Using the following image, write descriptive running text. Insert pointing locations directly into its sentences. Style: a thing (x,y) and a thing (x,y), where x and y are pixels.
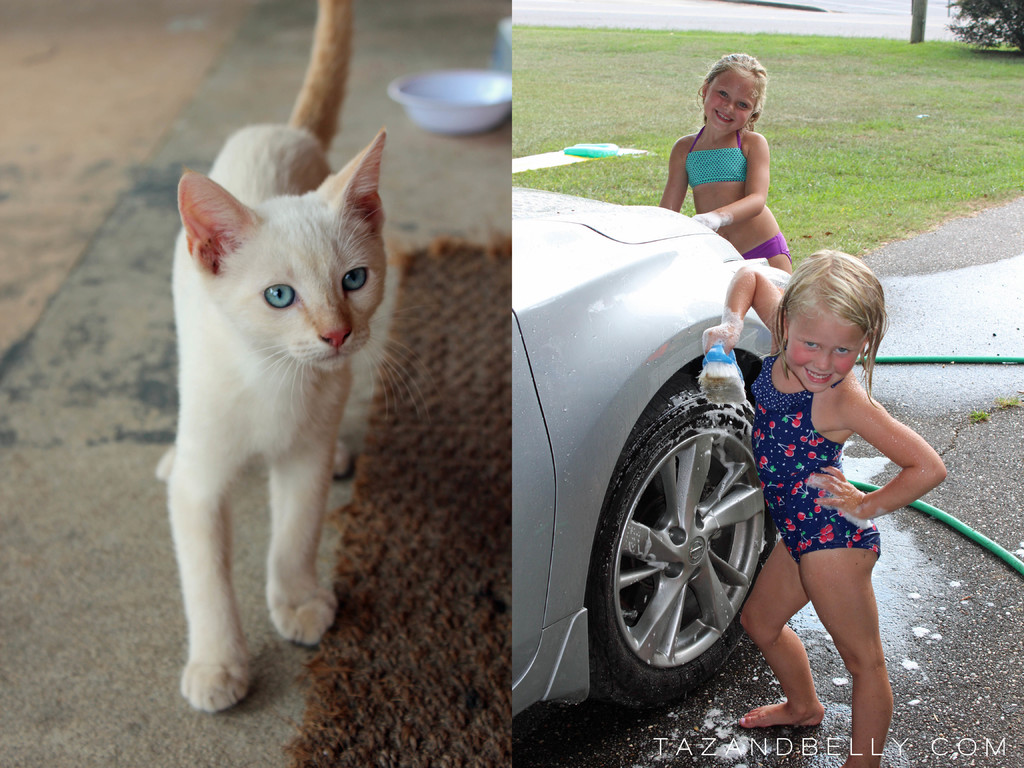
In this we can see two images. On the left side (182,189) image we can see a cat (327,624) standing on the floor (347,152). In the background (406,98) there are bowls (462,120) and a mat (434,468). On the right side (748,56) image we can see two girls (752,285) standing beside the car (730,532) and one of them is holding a cleaning brush (724,383) in the hands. In the background (895,98) there are ground (923,117), plant (976,38) and a pipeline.
